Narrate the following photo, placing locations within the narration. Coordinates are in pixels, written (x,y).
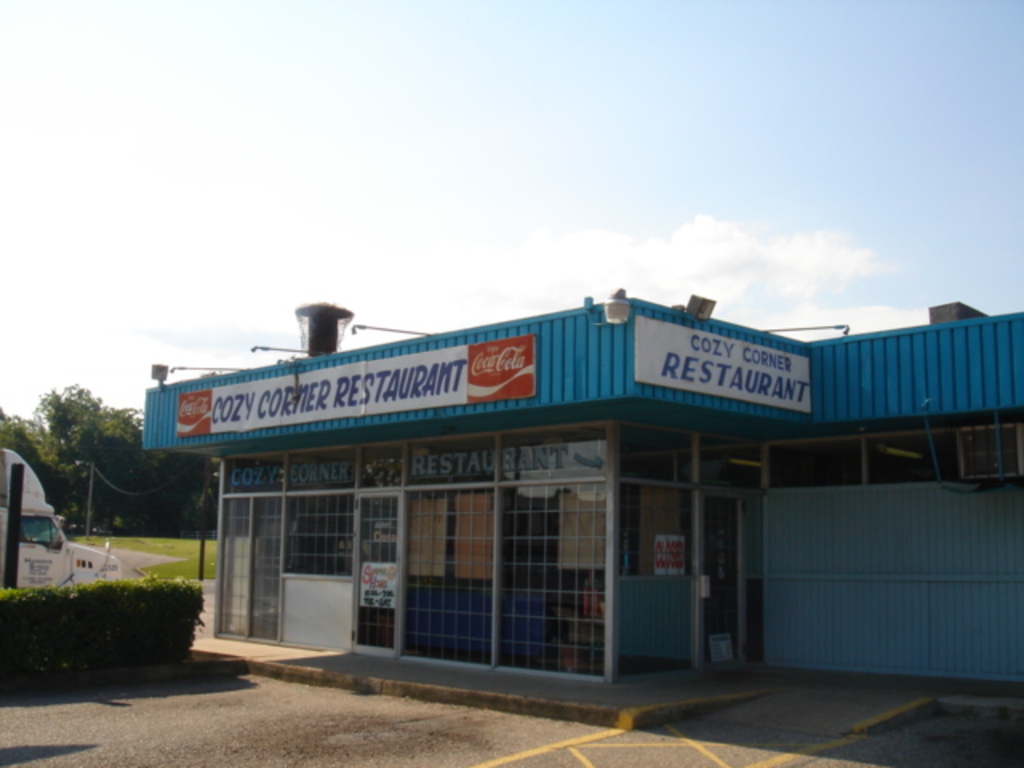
In the center of the image (516,466) there is a store (524,509). On the left (38,558) we can see a vehicle (55,562). At the bottom (16,654) there is a hedge (153,624). In the background (161,460) there are trees (191,467) and sky (336,178).
